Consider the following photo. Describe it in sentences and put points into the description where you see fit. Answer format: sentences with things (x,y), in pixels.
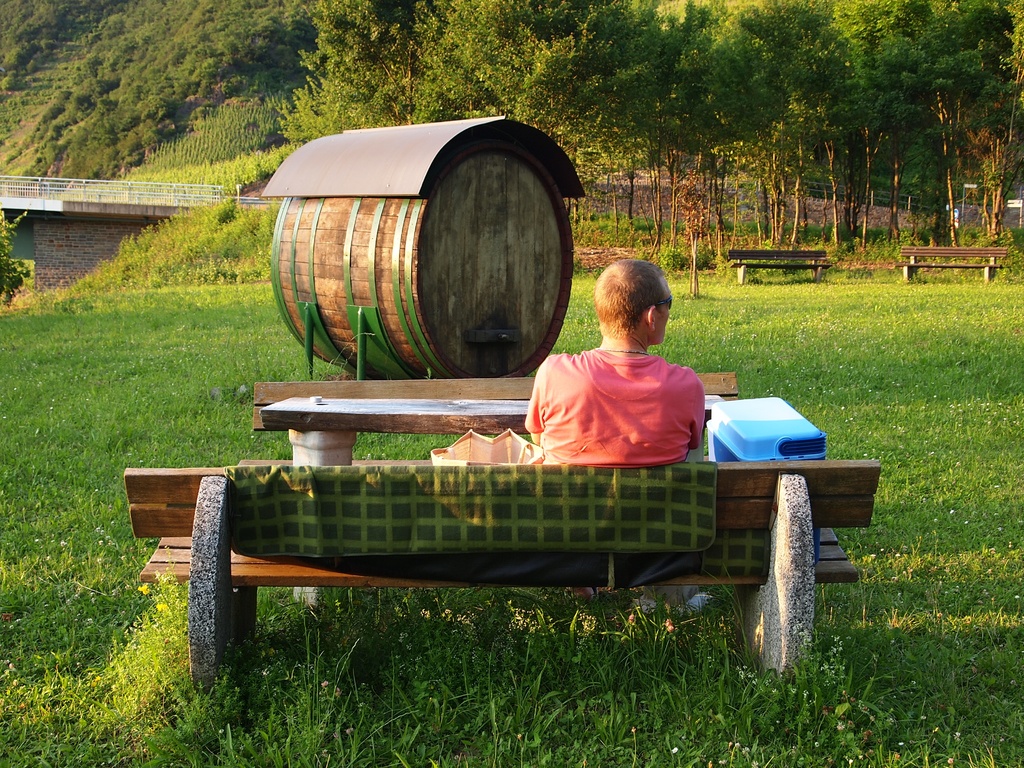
In this image we can see a man (588,458) sitting on a bench (730,474) keeping a bag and a container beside him. We can also see a barrel (406,335), some empty benches (395,390), a group of trees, plants (193,267), a bridge (13,209) with the fence (60,184) and a wall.
